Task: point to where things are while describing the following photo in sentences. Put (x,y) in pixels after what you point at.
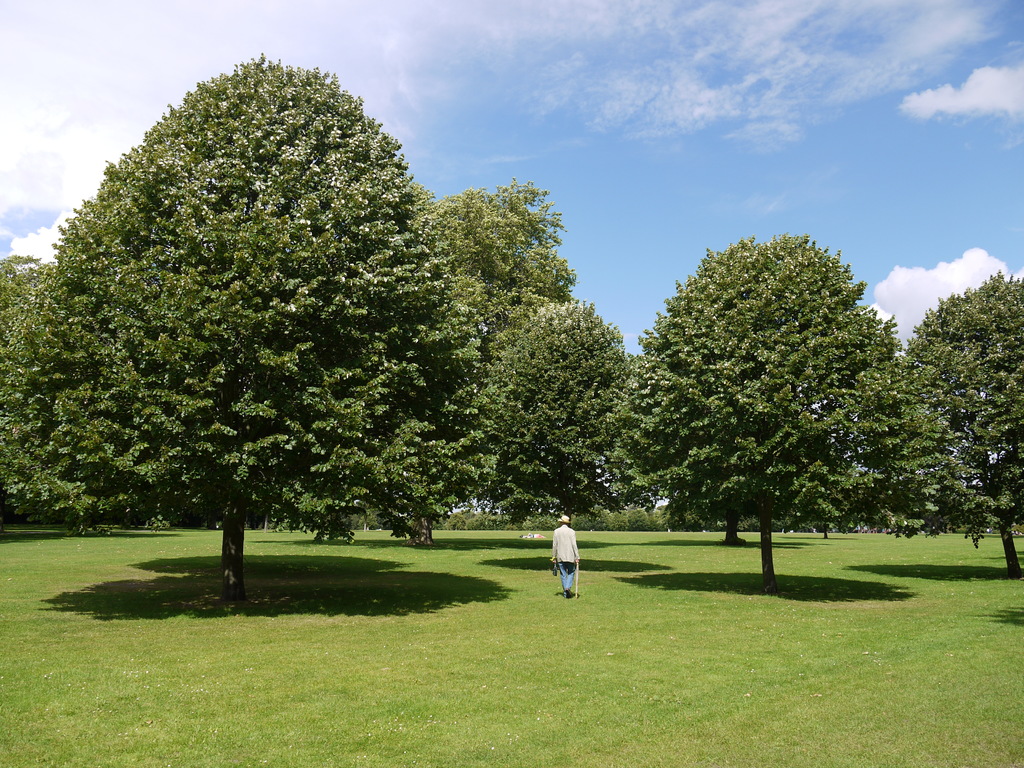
In this image I see a person (564,557) over here who is wearing a hat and holding a stick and I see the grass (612,596) and I see number of trees (248,348). In the background (37,120) I see the sky (576,119).
